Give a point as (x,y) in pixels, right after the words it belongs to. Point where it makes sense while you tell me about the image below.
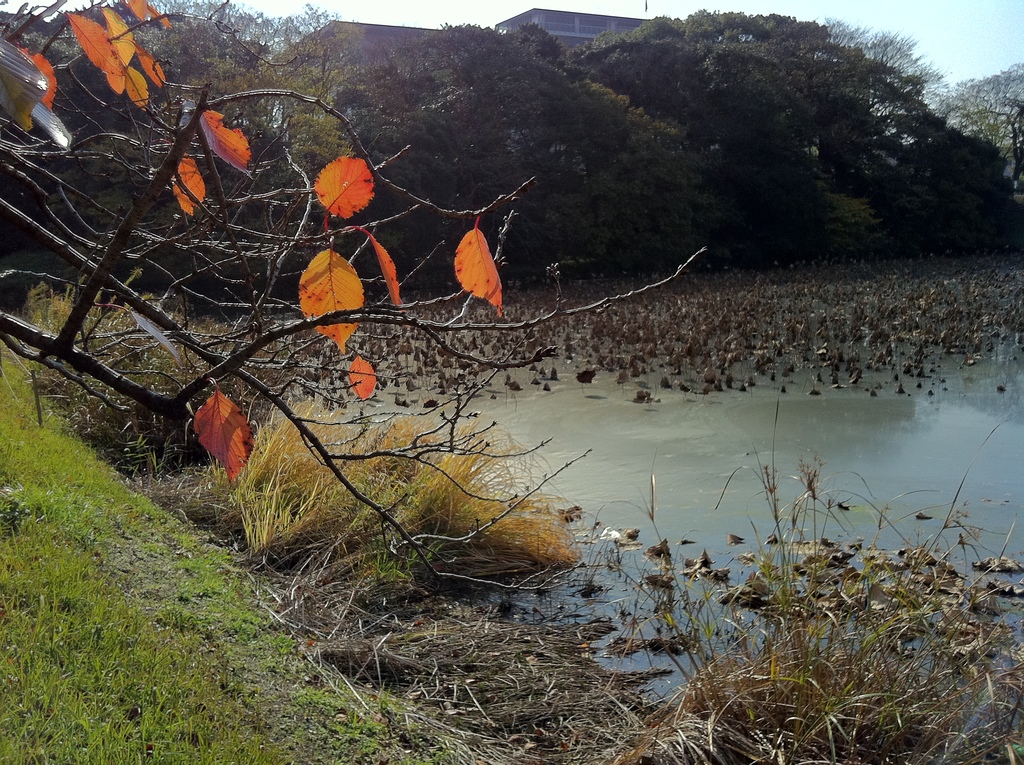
In this image I can see the ground (74,519), some grass (74,519) on the ground (69,507), a tree (78,339) which is orange, yellow and black in color and few plants (308,515) which are green and brown in color. I can see the water (746,496), few trees (583,170) and few buildings (368,47). In the background (977,57) I can see the sky (934,44).
